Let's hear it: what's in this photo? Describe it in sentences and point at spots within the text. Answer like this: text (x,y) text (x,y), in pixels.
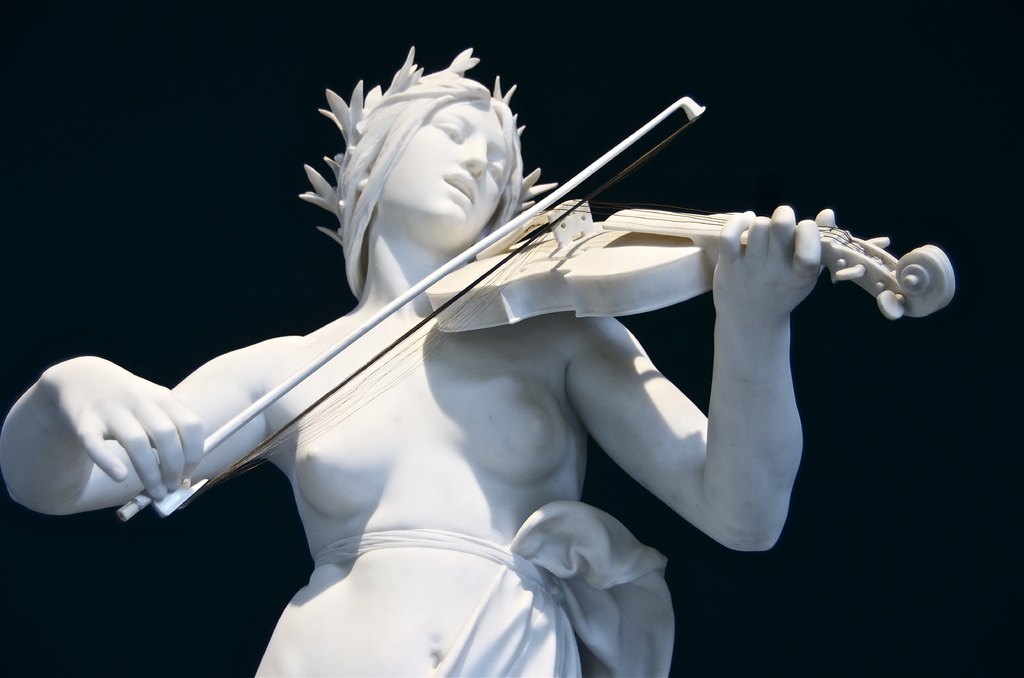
In the center of the image (565,418) we can see a statue (454,519) holding a violin (432,297). And we can see the dark background (220,248).
